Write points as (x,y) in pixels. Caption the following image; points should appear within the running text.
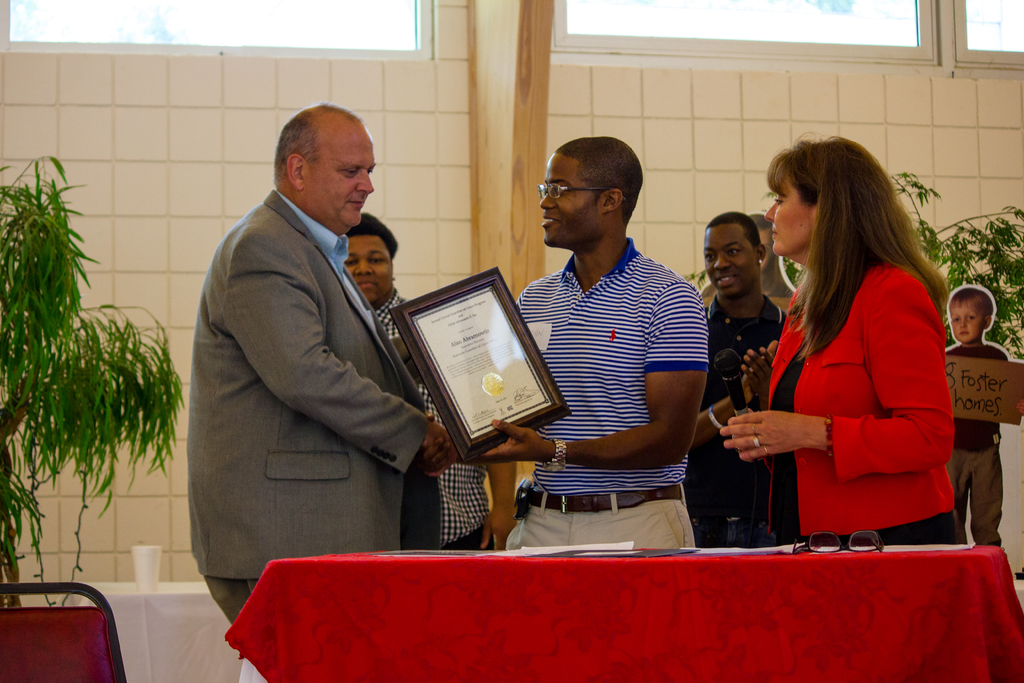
In the image there is a man (301,317) in grey suit (245,323) shaking hands (431,450) with a man (576,346) in front of him in white and blue striped t-shirt (618,364) holding a photo frame (440,314) and behind there are few persons (738,273) standing and a woman (877,404) in red jacket (873,473) standing behind table (334,606) with red cloth (568,609) on it, in the back (1018,265) there are plants (54,307) in front of the wall (946,108) with windows (682,13) above it.
